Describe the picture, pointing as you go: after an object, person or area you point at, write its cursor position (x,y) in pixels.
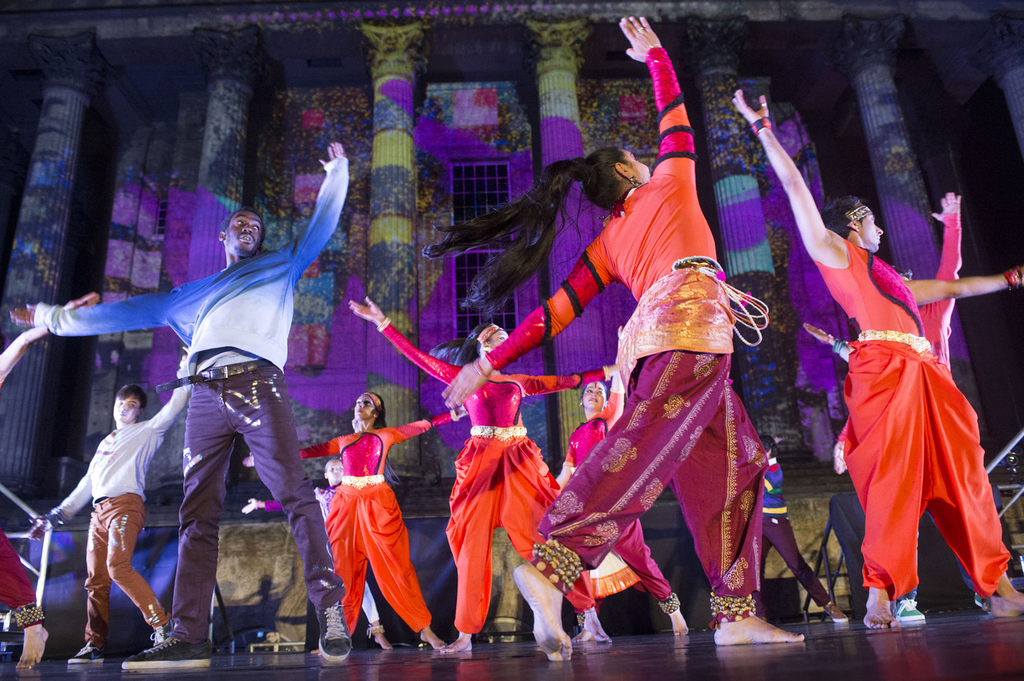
Here we can see few persons (716,534) are dancing on the floor (619,643). In the background (443,148) we can see a building (958,359), windows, and pillars (883,214).
